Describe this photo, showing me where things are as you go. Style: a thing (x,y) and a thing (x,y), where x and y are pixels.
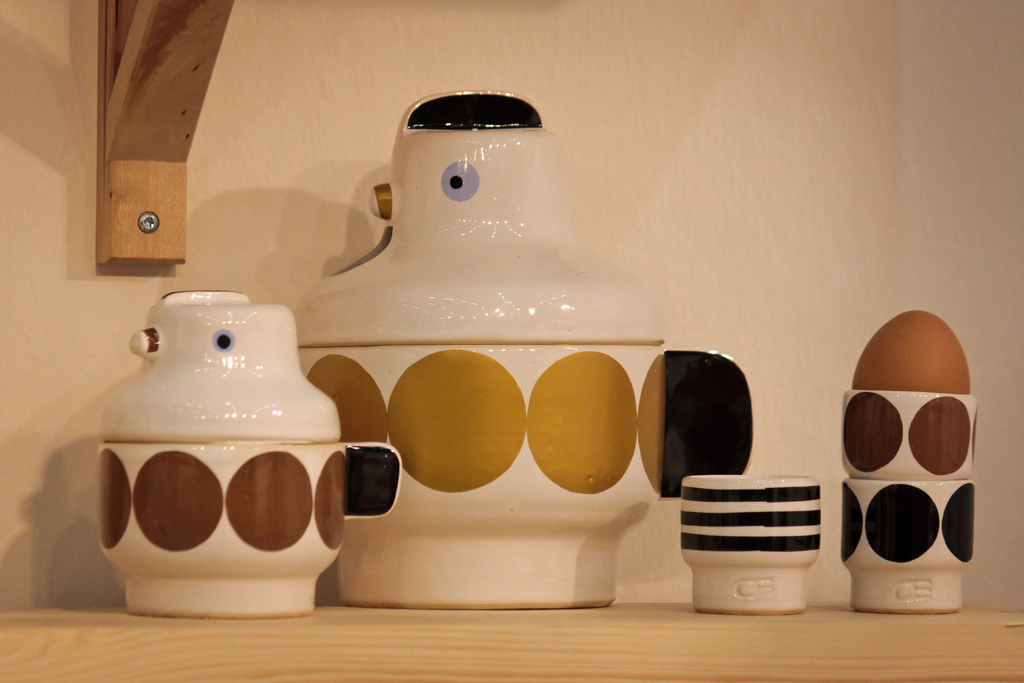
In this image there are few crockery items (559,558) are on the wooden plank (438,619). Behind there is a wall (698,192) having a wooden plank (191,101) attached to it.
